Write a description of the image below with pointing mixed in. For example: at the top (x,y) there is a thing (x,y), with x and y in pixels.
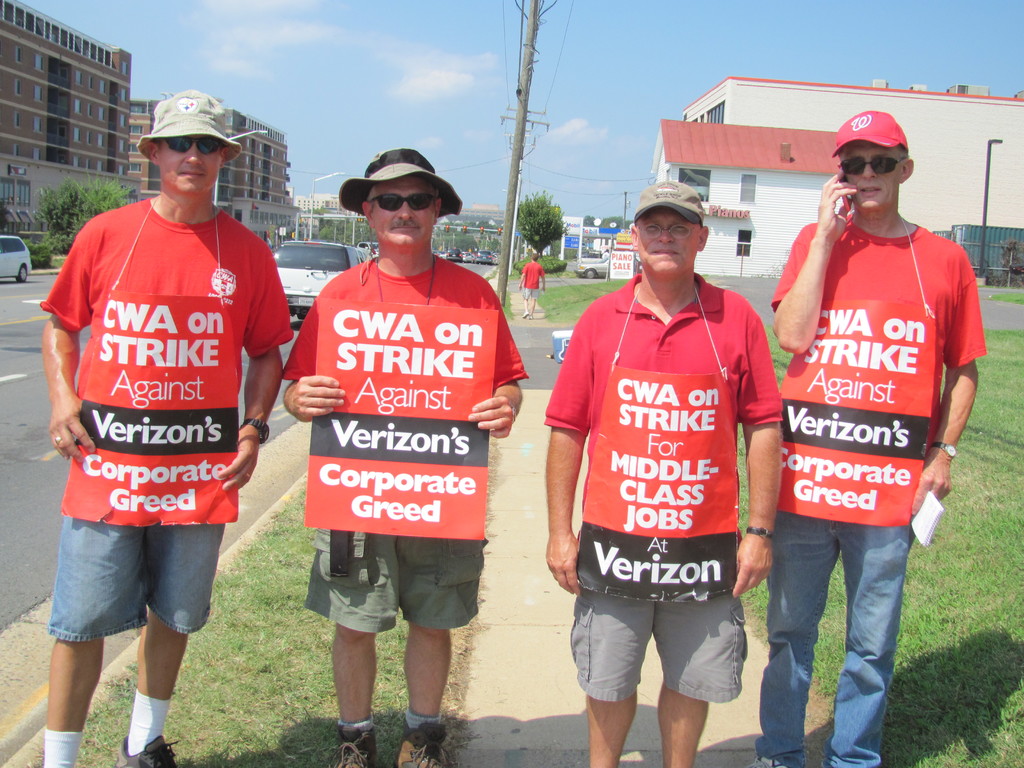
In the center of the image (413,342) we can see four people (762,494) standing. They are wearing boards (683,497). At the bottom (272,701) there is grass (943,687). On the left (45,415) there is a road (15,400) and we can see vehicles (313,265) on the road (49,411). In the background (49,163) there are buildings (59,154), trees (536,204), poles (506,277) and sky (469,79). We can see a man (540,266) walking.
